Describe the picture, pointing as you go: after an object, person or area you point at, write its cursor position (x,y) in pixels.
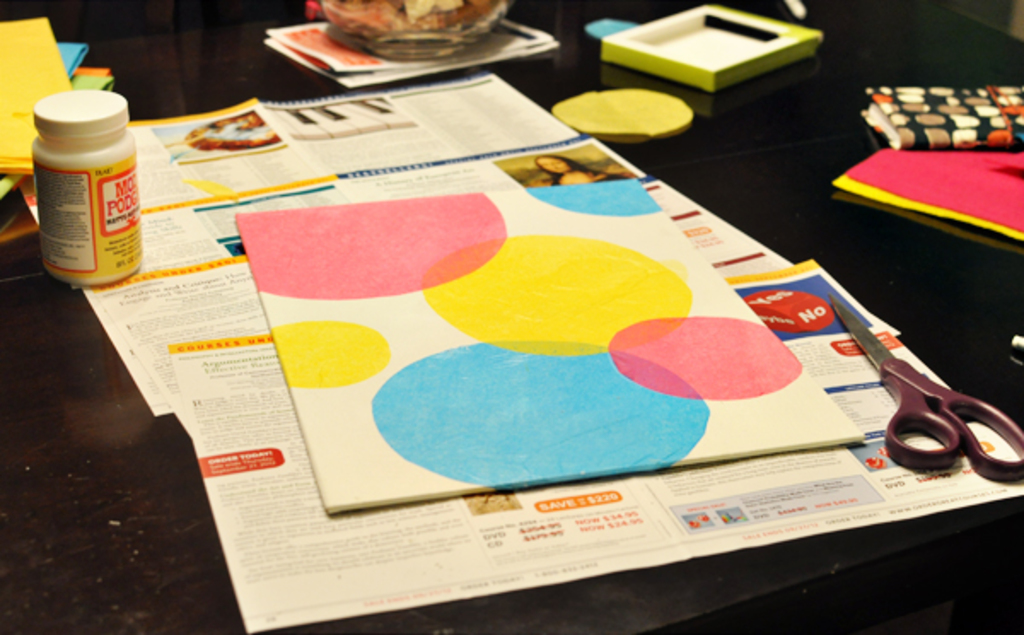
This image consists of papers (571,465), scissors (899,410), small bottles (72,180), books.
